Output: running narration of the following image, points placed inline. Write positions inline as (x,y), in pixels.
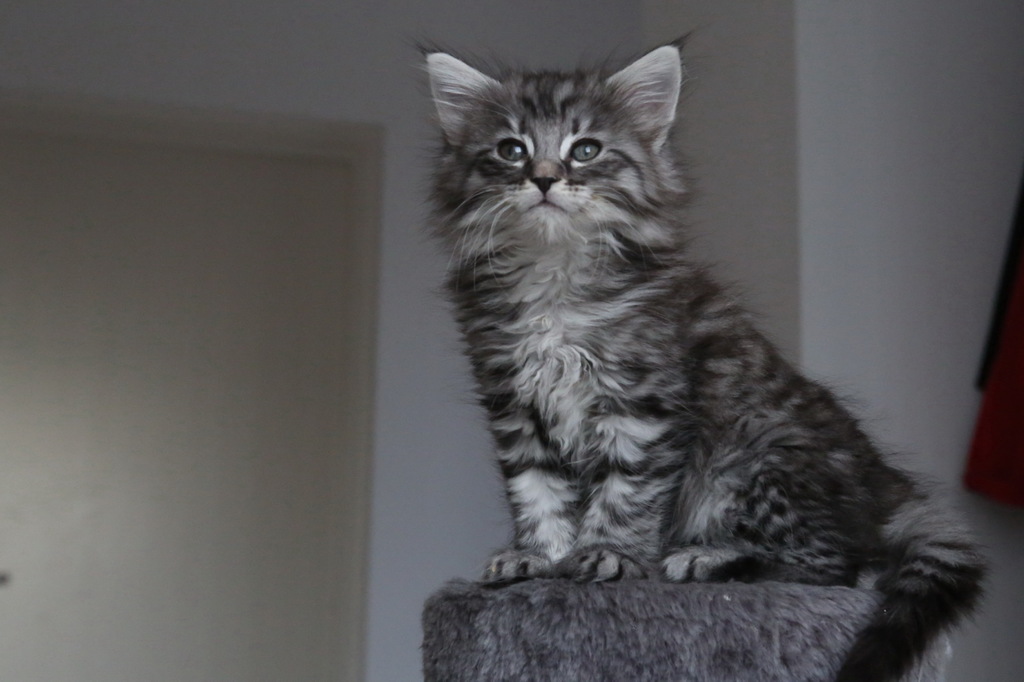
In this picture we can see a cat (609,362) sitting on an object (712,676). Behind the cat (595,384) there is a door (136,351) and the wall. On the right side of the image (1009,419), there are some objects (1000,406).
